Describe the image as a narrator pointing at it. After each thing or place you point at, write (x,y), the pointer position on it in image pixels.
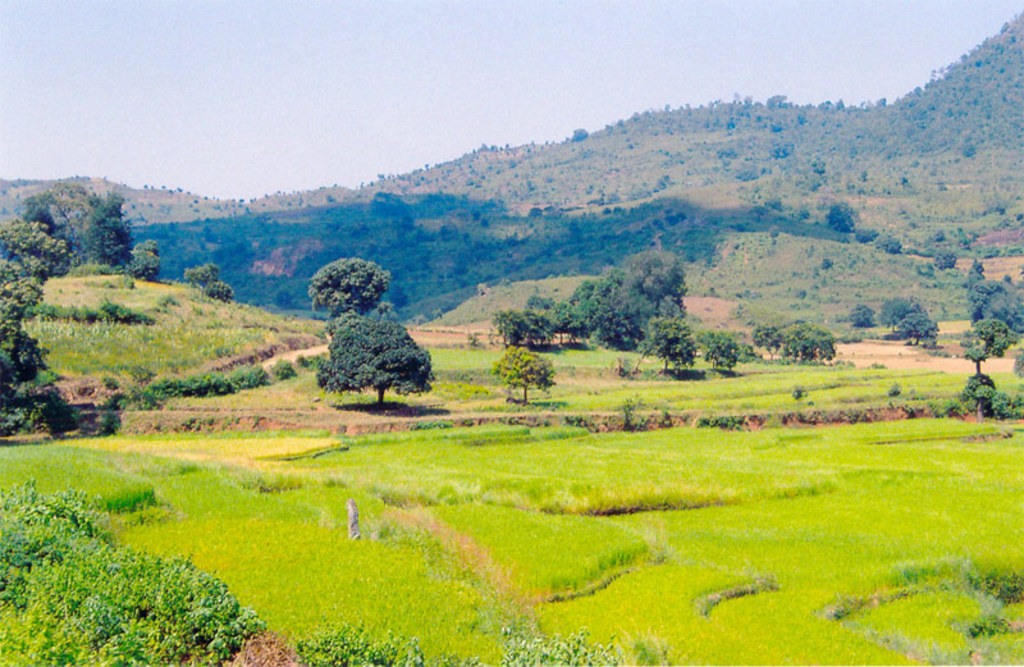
In the foreground of this image (587,493), we see farming fields (572,574), plants (74,561), trees (353,362), mountains (614,149) and the sky (322,98).
